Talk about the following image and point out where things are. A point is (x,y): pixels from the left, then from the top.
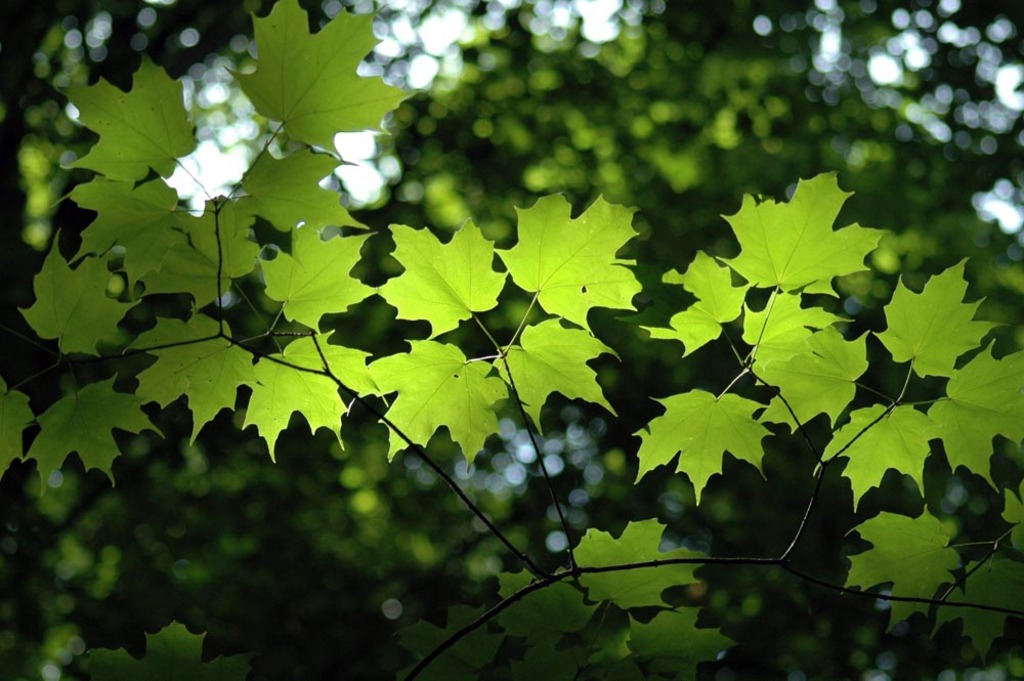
In this image we can see some leaves (445,269), also we can see trees (396,127), and the sky (589,28), the background (562,13) is blurred.
